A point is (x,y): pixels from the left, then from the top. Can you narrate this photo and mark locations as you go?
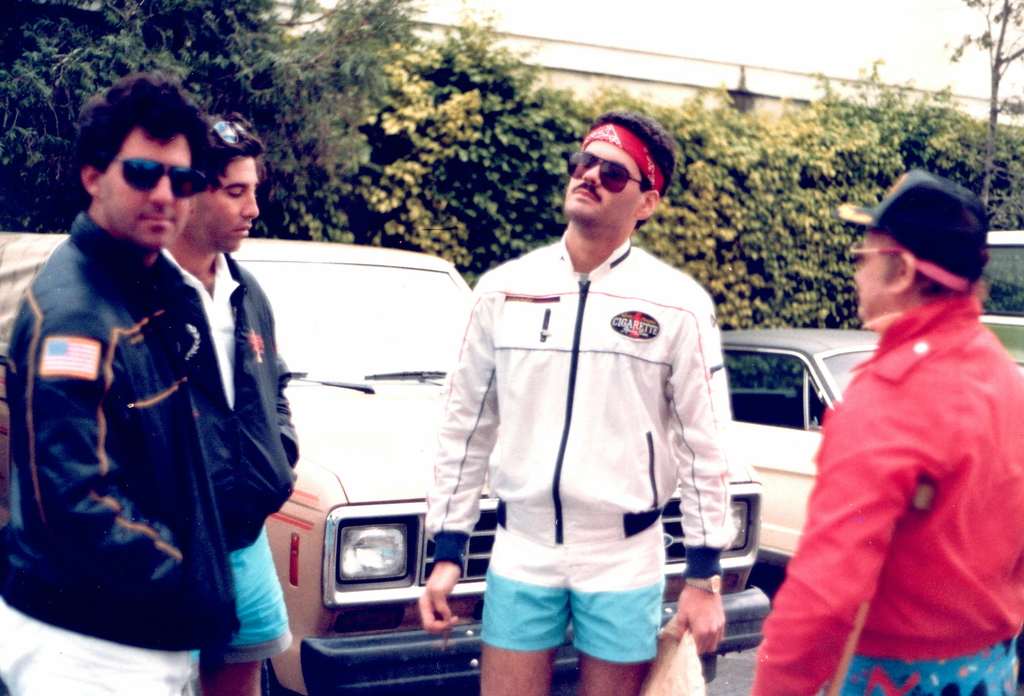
In this picture we can see group of people (643,400), few people (603,217) wore spectacles (639,177), behind to them we can see few cars (425,320) and trees (774,142).
